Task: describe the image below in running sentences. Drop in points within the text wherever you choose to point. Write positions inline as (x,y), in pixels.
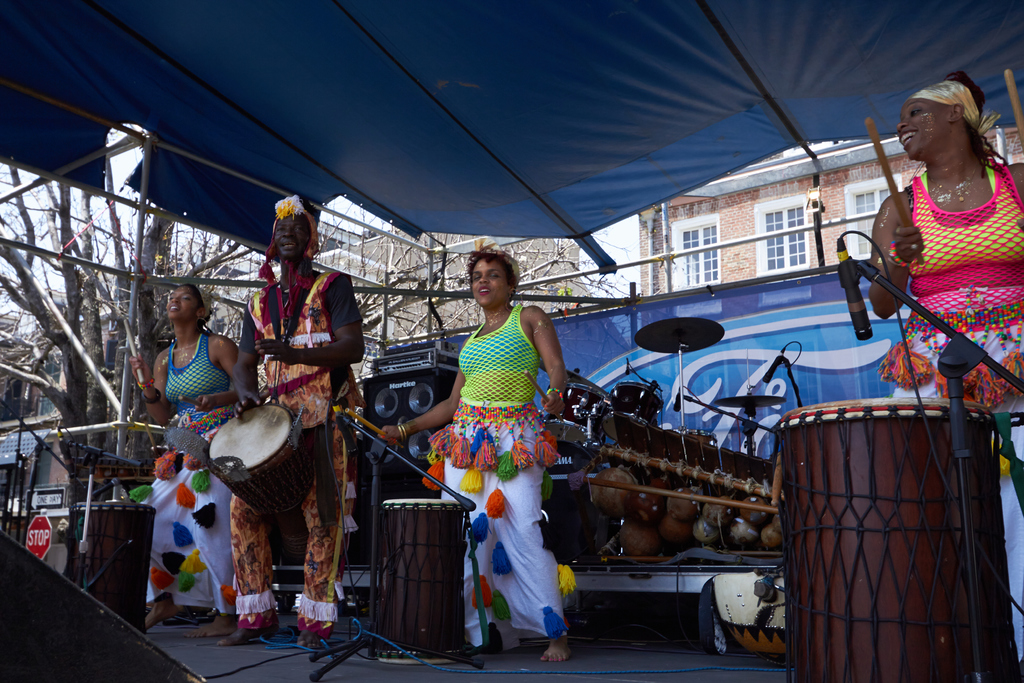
In this picture we can see some persons (549,601) standing on the floor (618,644). They are playing musical instruments (664,476). On the background (769,199) there is a building (717,232) and this is banner (808,339). Here we can see some trees (234,271).
